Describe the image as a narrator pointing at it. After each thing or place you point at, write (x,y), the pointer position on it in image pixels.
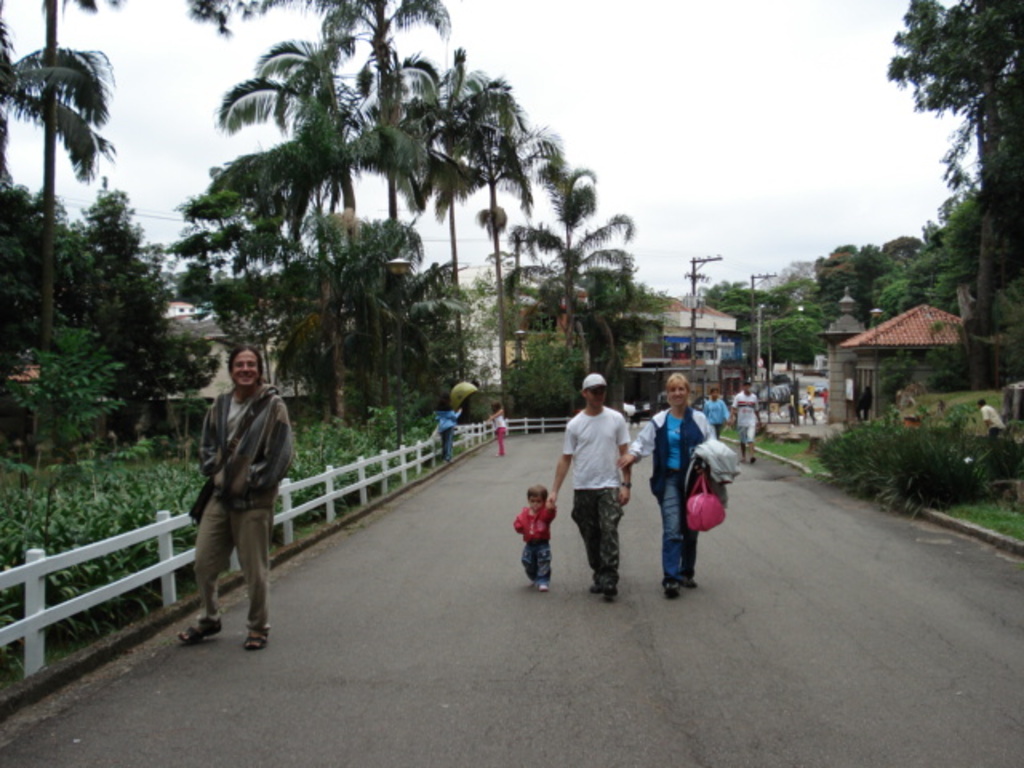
In this image there are few people (601,468) on the road (475,514), there are few trees (150,301), plants (161,492), buildings (660,312), few electric poles (695,301) and cables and the sky (852,24).
